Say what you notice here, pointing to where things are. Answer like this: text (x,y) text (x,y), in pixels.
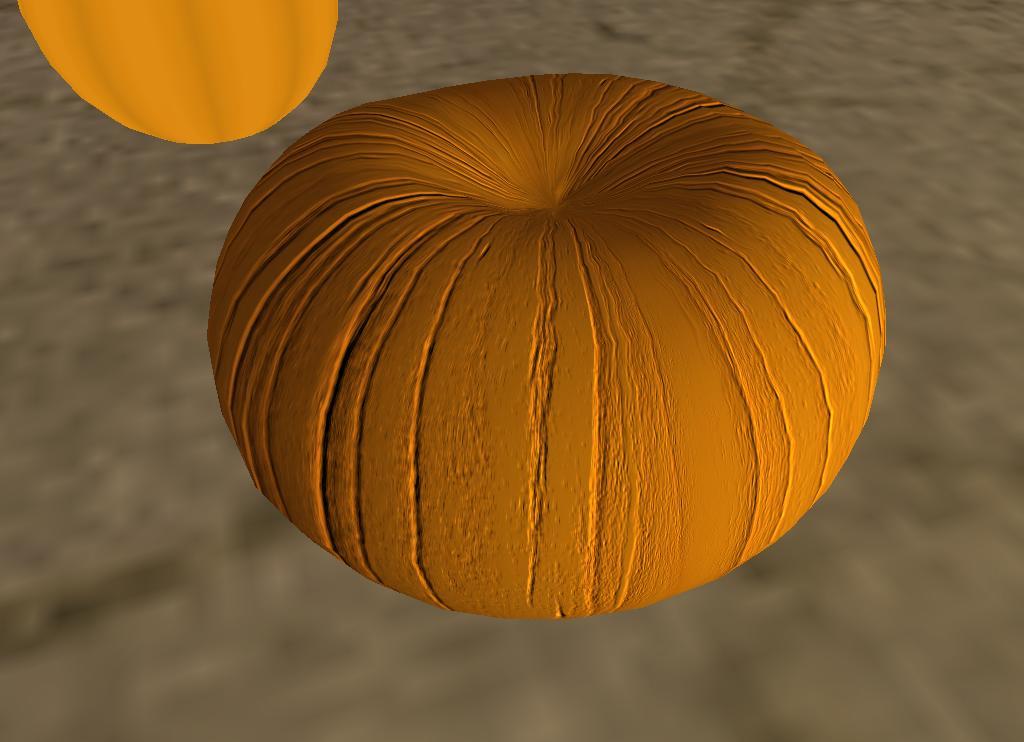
This is an edited image in the center of the image (529,367) there is a pumpkin (502,382).
